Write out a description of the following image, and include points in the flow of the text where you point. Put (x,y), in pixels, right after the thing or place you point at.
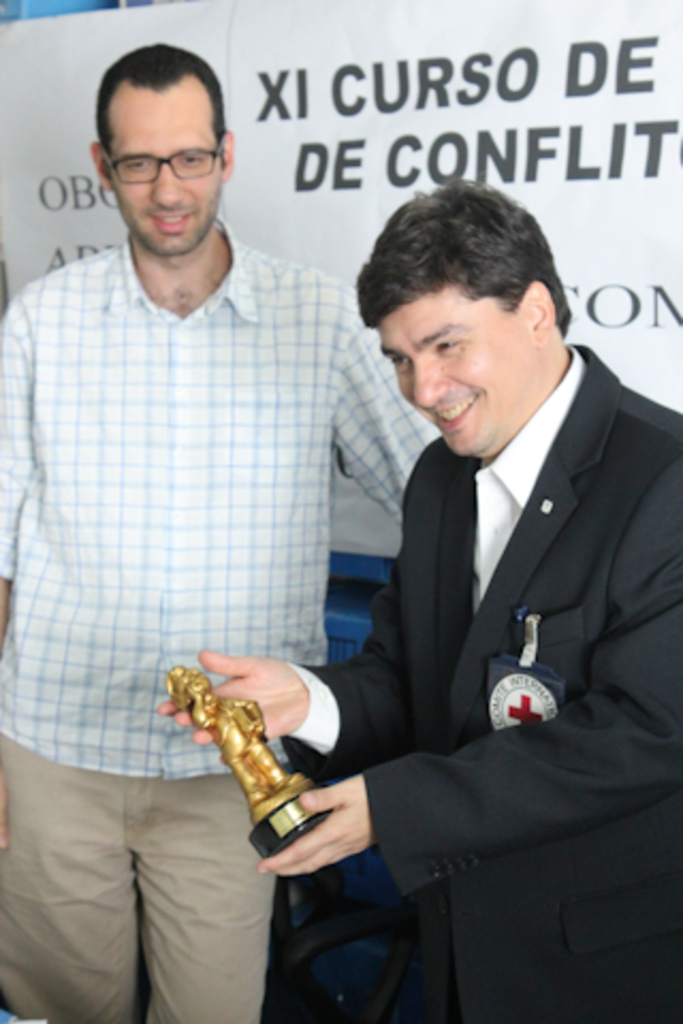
In the picture we can see two men (434,846) are standing, one is with shirt (112,650) and trouser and one man (662,737) is with blazer (665,591), tie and shirt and holding a small idol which is gold in color and he is smiling and behind them we can see a banner (13,58) which is white in color with some information in it.
